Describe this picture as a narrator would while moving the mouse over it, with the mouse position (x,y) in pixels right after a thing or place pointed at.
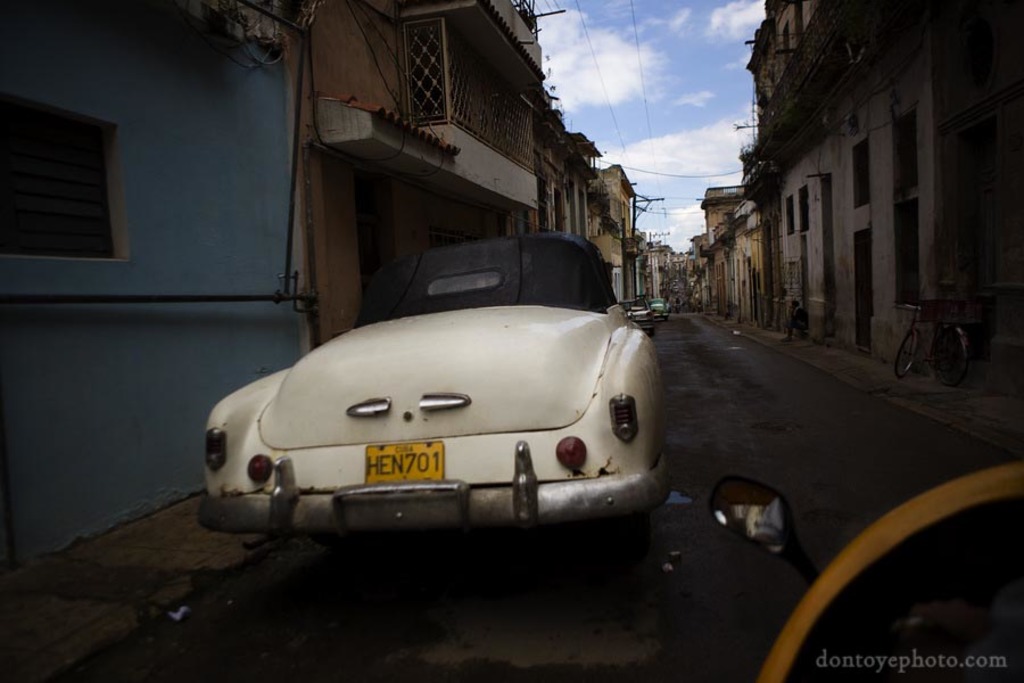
In this image in the foreground (527,333) there is one car (496,359), and in the background (664,307) also there are some cars (644,306). On the right side (904,258) and left side (174,335) there are some houses (165,322) cycles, and at the bottom of the right side (950,552) there is one vehicle (865,581). And at the top of the image (625,77) there is sky (696,116) and some wires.
